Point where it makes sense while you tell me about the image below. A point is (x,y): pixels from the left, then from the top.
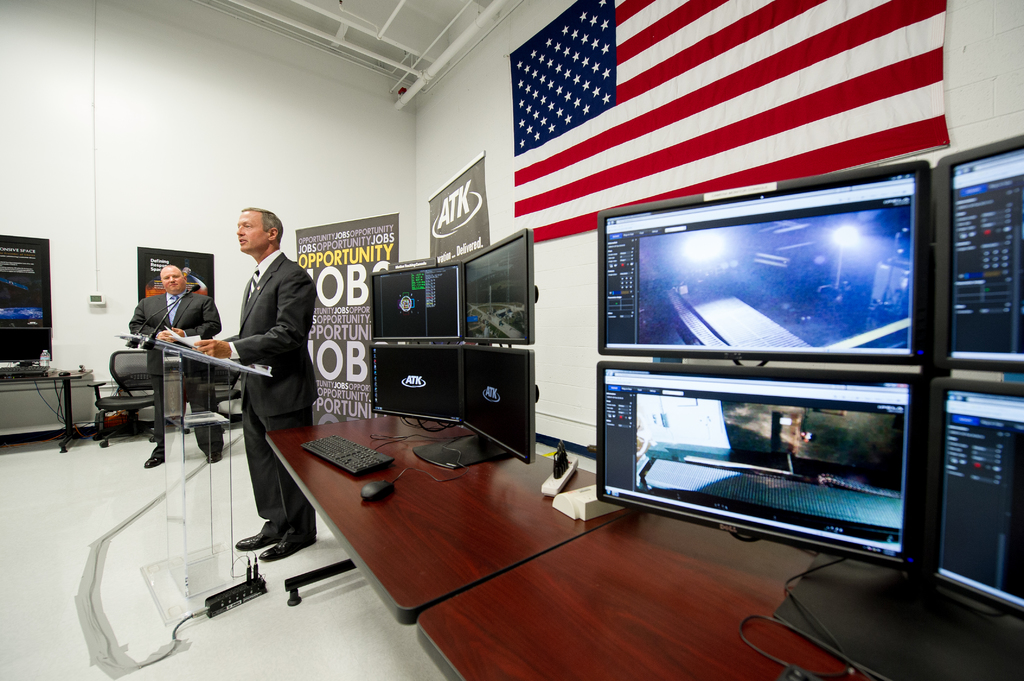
This picture is taken in a meeting. In the foreground (649,556) there are two tables (580,579), on the table (488,527) there are eight desktops (474,379), keyboard (355,443) and mouse (373,494). In the center of the picture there is a person (259,509) standing in front of the podium (190,481) and talking. On the left (68,411) there is desk (43,378), on the desk (11,378) there is a desktop (25,352), keyboard (35,366) and water bottle (40,355). In the center of the picture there are two chairs (144,381) and a person (190,324) standing. In the center of the background (347,353) there is a hoarding (362,286). On the top right (704,70) there is a flag (561,125). In the background (315,132) there is a wall (412,127) painted in white. In the foreground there are cables (195,613).
